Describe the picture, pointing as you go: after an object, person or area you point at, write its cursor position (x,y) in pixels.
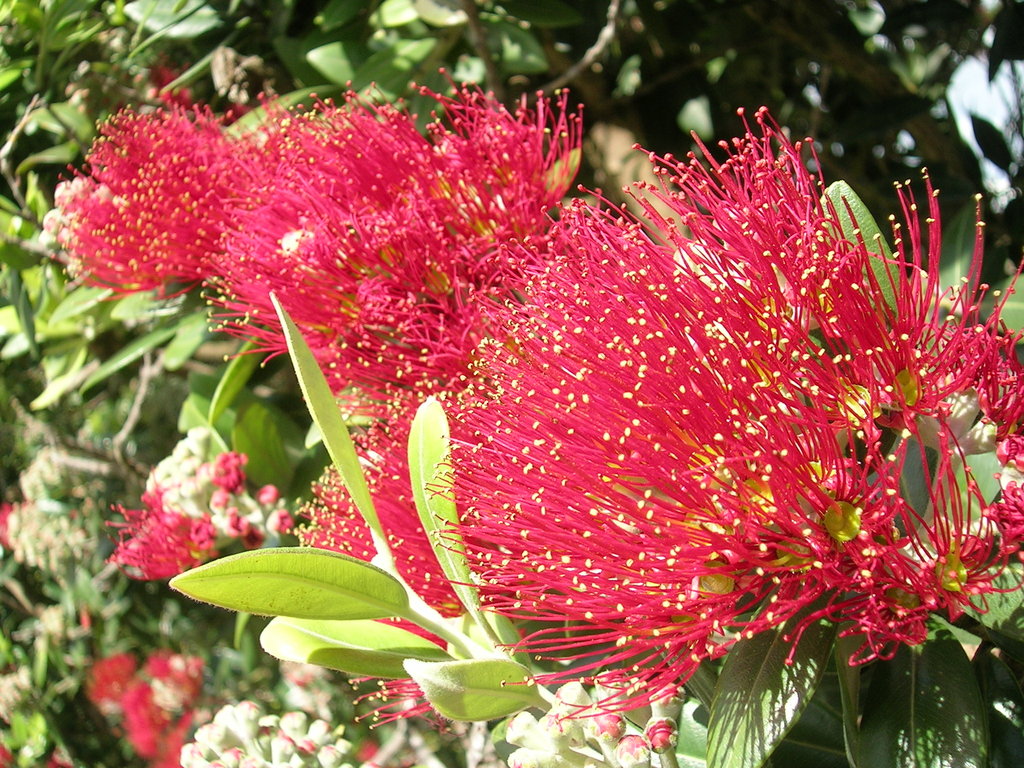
In this image, we can see some leaves (357,50) and flowers (854,471). There are buds (315,734) at the bottom of the image (656,724).
